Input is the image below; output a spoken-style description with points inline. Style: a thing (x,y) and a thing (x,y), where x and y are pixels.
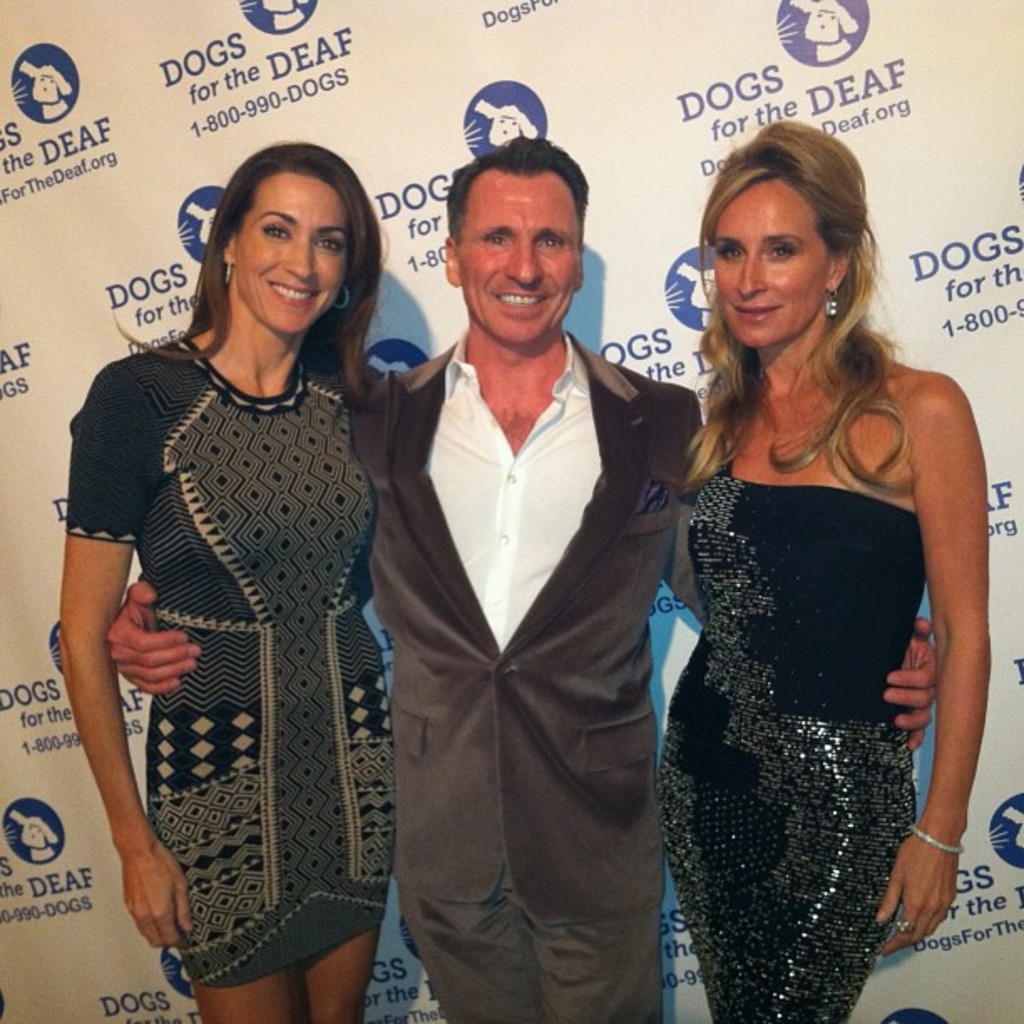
This picture shows a couple of women (844,282) and a man (518,598) standing and we see a hoarding (760,87) on the back (910,240) and we see smile on their faces (513,322).
